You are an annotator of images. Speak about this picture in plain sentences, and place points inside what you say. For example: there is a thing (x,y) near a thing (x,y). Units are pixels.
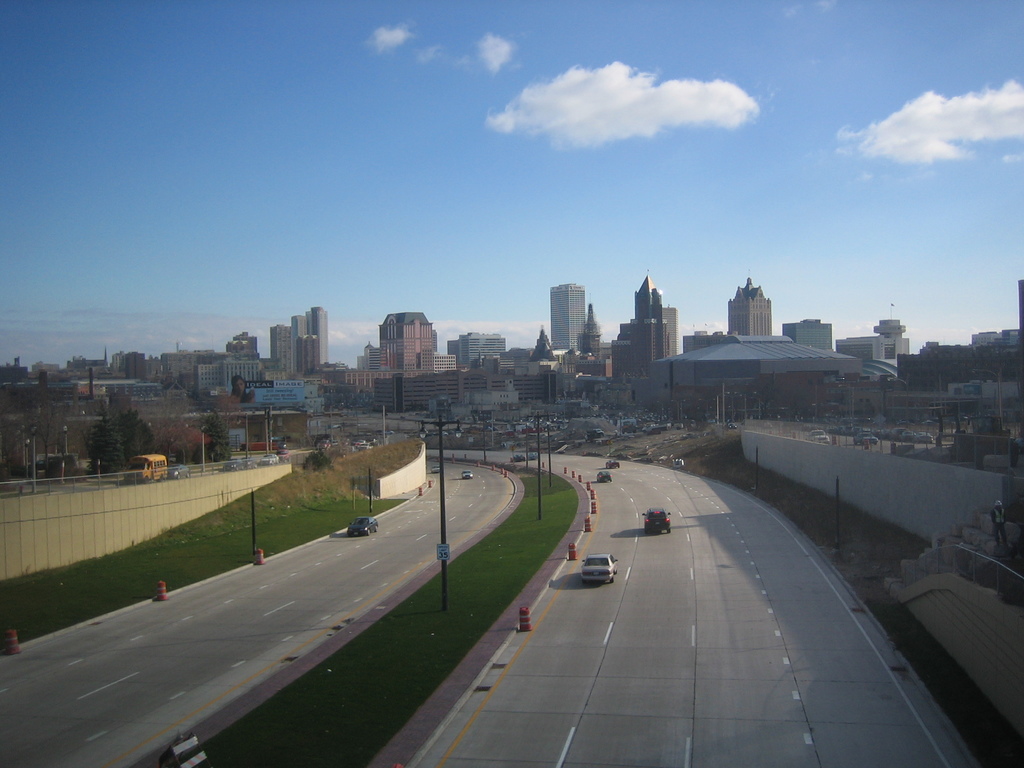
This is an aerial view image of a place which consists of roads (629,472), street lights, vehicles (648,430), buildings (109,391) and lights (31,438).
